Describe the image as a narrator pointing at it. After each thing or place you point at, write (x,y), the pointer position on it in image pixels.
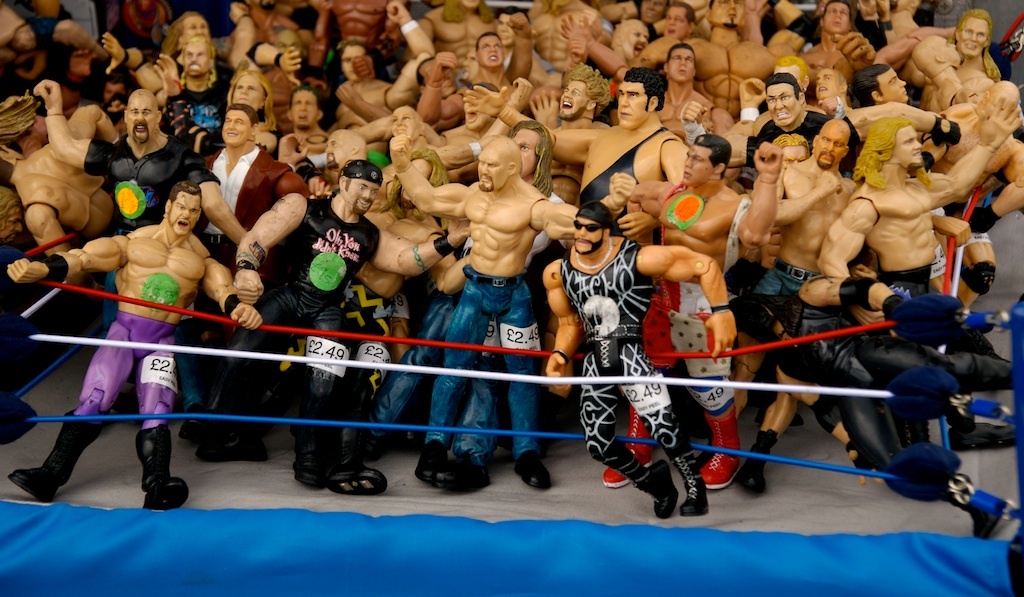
In this image we can see toys (670,295) and ropes (445,345). At the bottom of the image (493,547) we can see a blue color object (439,560).
